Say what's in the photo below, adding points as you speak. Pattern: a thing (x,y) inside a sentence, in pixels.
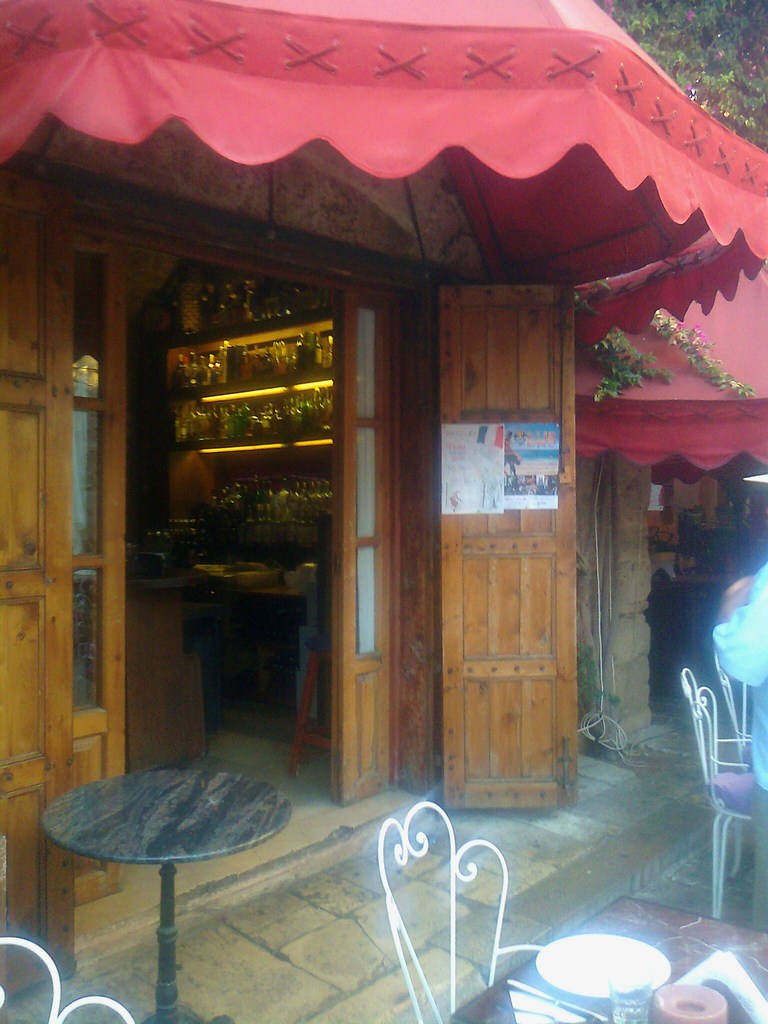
In this image, we can see some tables (614,926) and chairs (717,879), on the right side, we can see a person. In the background (355,563), we can see a door (381,582), tent (767,206). In the room (246,358), we can also see a shelf (300,434) with some bottles (290,482).
